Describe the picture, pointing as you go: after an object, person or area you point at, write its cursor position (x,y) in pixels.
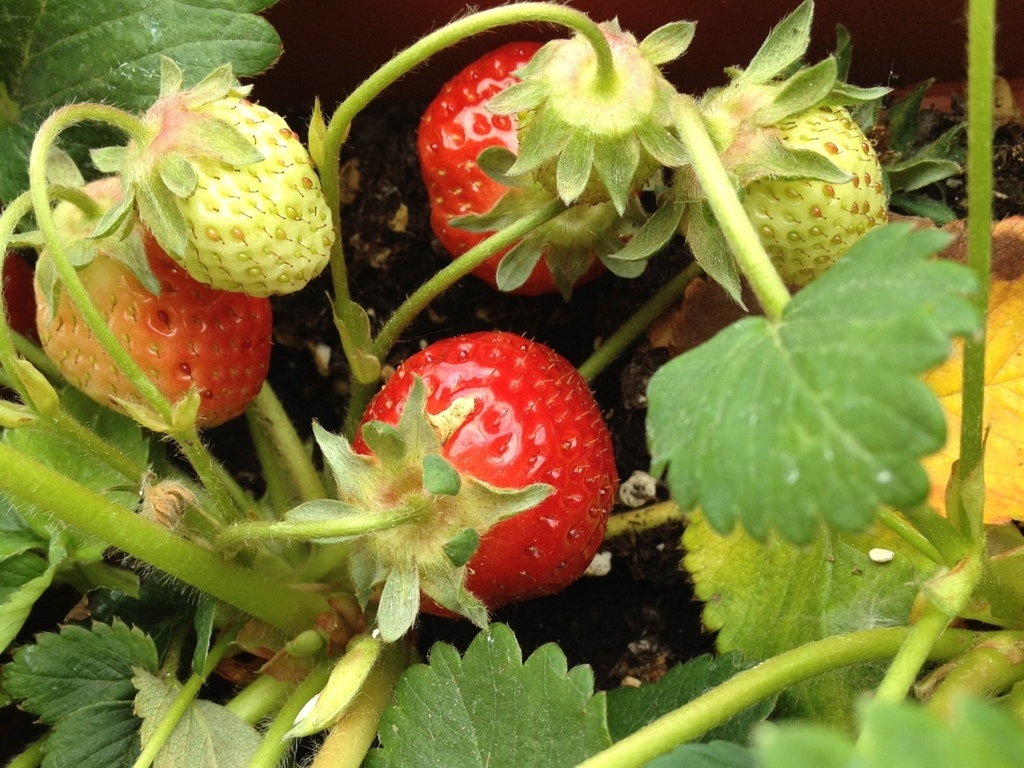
In this picture we can see strawberries (802,217) and leaves (19,138) in the front (829,193), in the background (560,330) there is soil (553,343).
